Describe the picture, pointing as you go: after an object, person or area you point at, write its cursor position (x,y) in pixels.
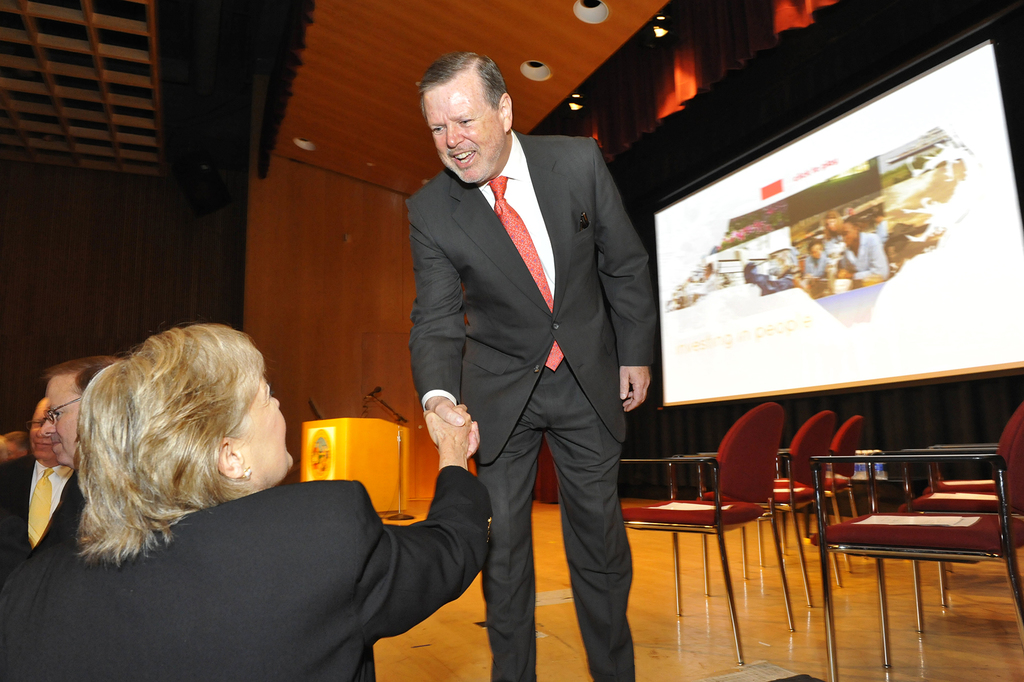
In the foreground (491,298) I can see a person (529,530) is standing on the stage (875,610) and holding a lady's hand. In the background (783,534) I can see chairs (1017,552), screen (760,200) and a curtain (634,60). In the left bottom (202,622) I can see four persons (191,562). This image is taken on the stage (769,647).
